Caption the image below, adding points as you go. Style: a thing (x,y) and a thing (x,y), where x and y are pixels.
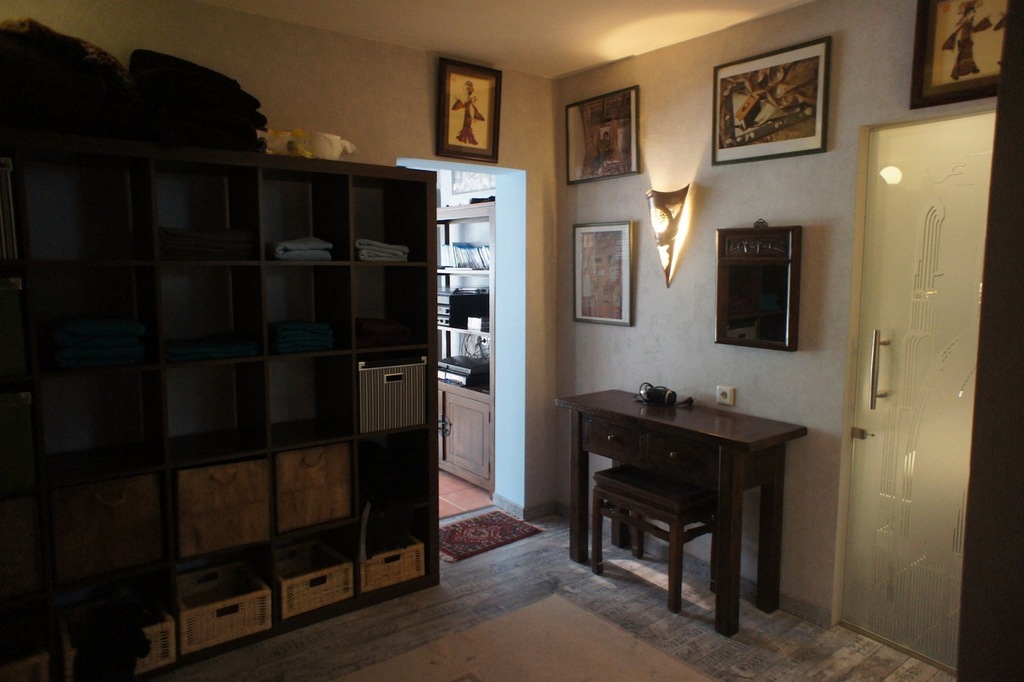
In the image I can see a room (592,377) in which there are some cupboards (30,199), frames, table (743,454) on which there are somethings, lamp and a door (978,242) to the side.
